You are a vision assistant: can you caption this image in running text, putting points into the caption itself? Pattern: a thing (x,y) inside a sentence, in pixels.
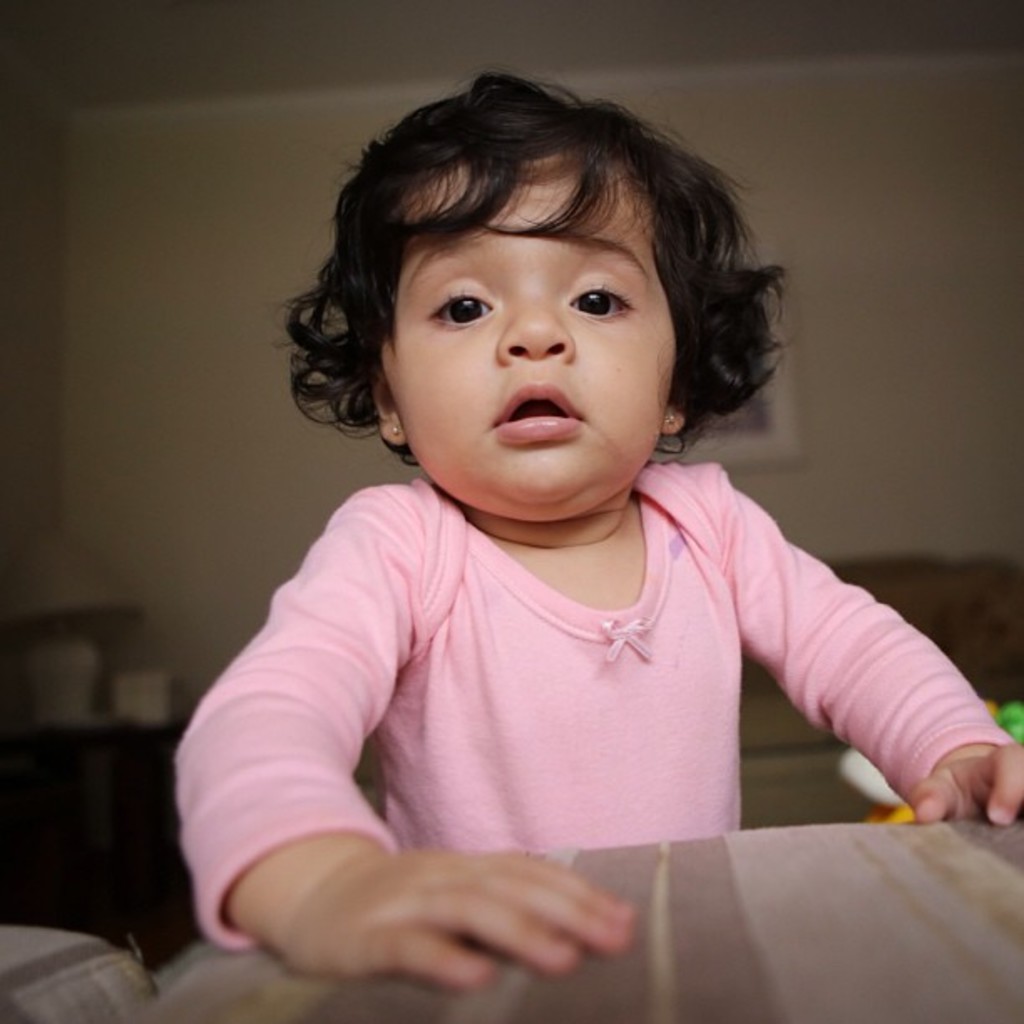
In this image there is a child (538,547) standing, there is an object (683,1008) truncated towards the bottom of the image (900,944), there are objects (111,726) truncated towards the left of the image (61,763), there are objects (983,605) truncated towards the right of the image (971,581), there is a photo frame (767,420), at the background of the image (970,415) there is a wall (352,151) truncated, towards the top of the image (341,61) there is a roof (378,74) truncated.
